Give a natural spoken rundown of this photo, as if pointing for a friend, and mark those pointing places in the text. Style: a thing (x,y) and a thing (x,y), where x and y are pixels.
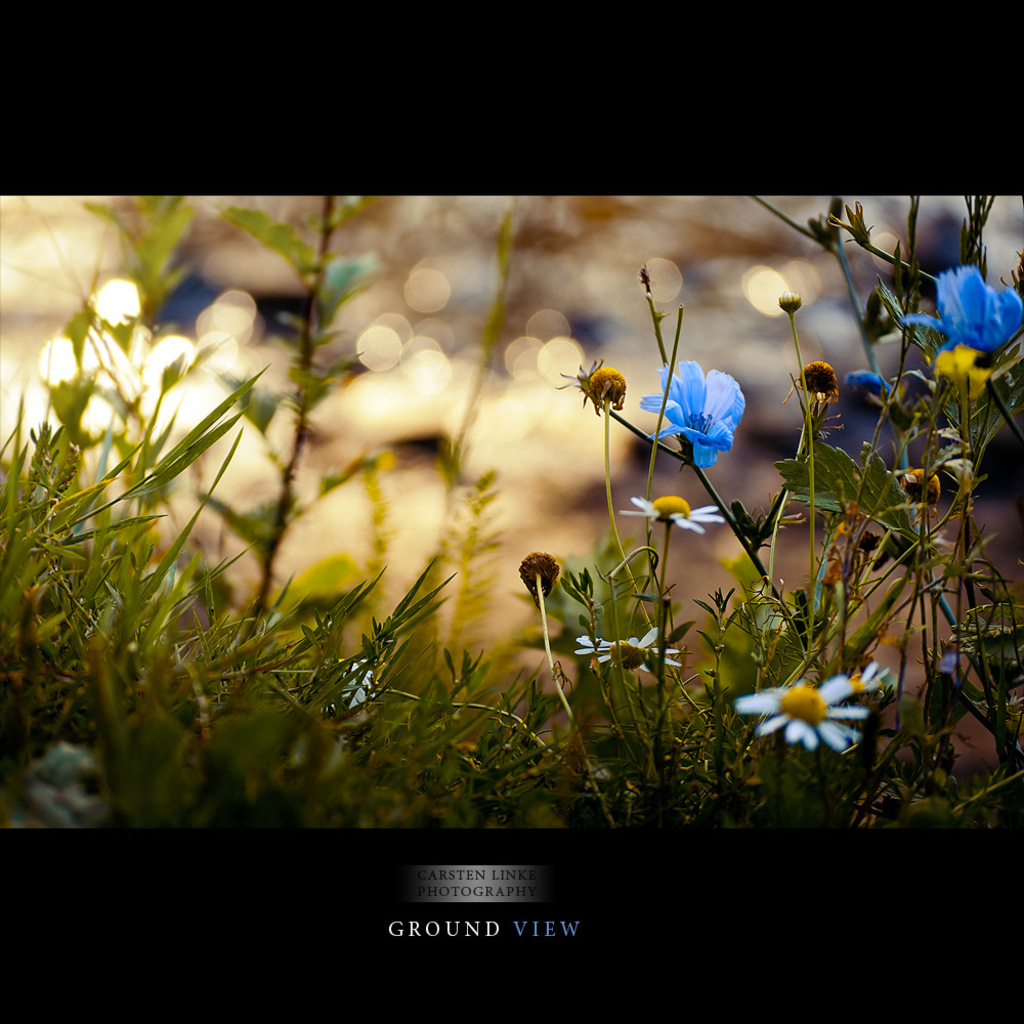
In this picture I see number of plants (272,576) and I see flowers (713,464) which are of blue, yellow and white in color and I see the watermark (452,869) on the bottom of this image (457,908) and I see that it is blurred in the background (396,398).
